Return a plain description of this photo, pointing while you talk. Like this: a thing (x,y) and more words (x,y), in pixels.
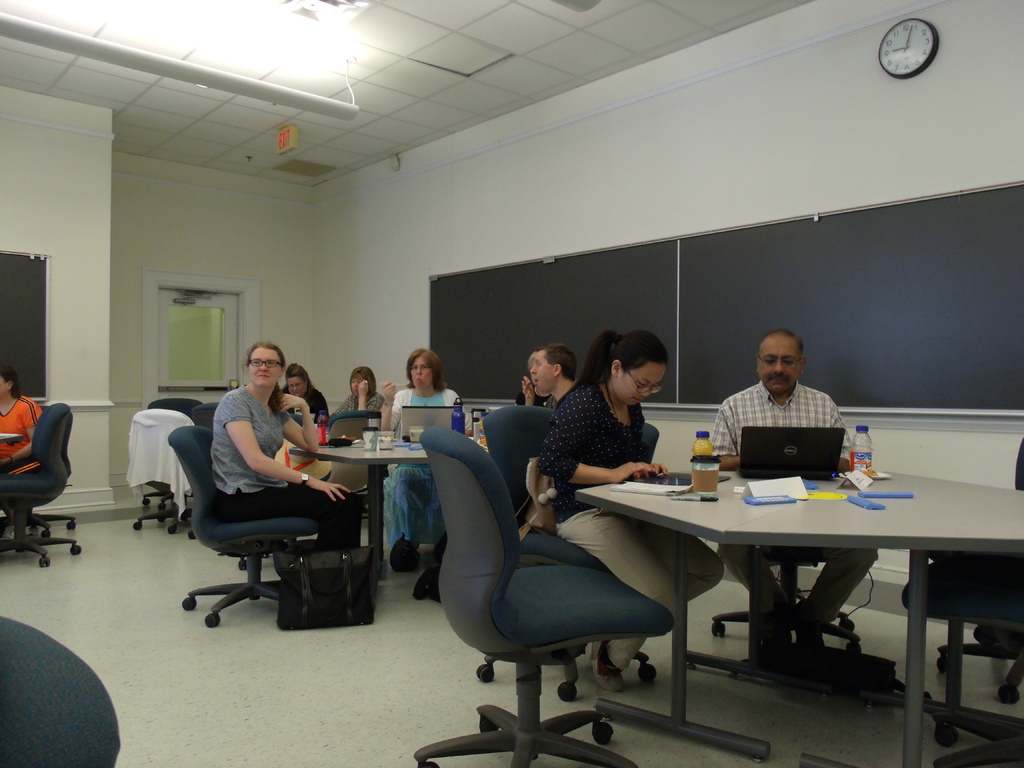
In the image we can see group of persons (655,340) were sitting on the chair (533,433) around the table (911,483). On table (703,522) there is a laptop (795,471), bottles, papers (787,485), keyboard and cup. On the left (23,400) again we can see two persons (1,399) were sitting on the chair (56,440). In the background (799,302) there is a wallboard (797,295), door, exit board (294,133), light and clock (889,42).
